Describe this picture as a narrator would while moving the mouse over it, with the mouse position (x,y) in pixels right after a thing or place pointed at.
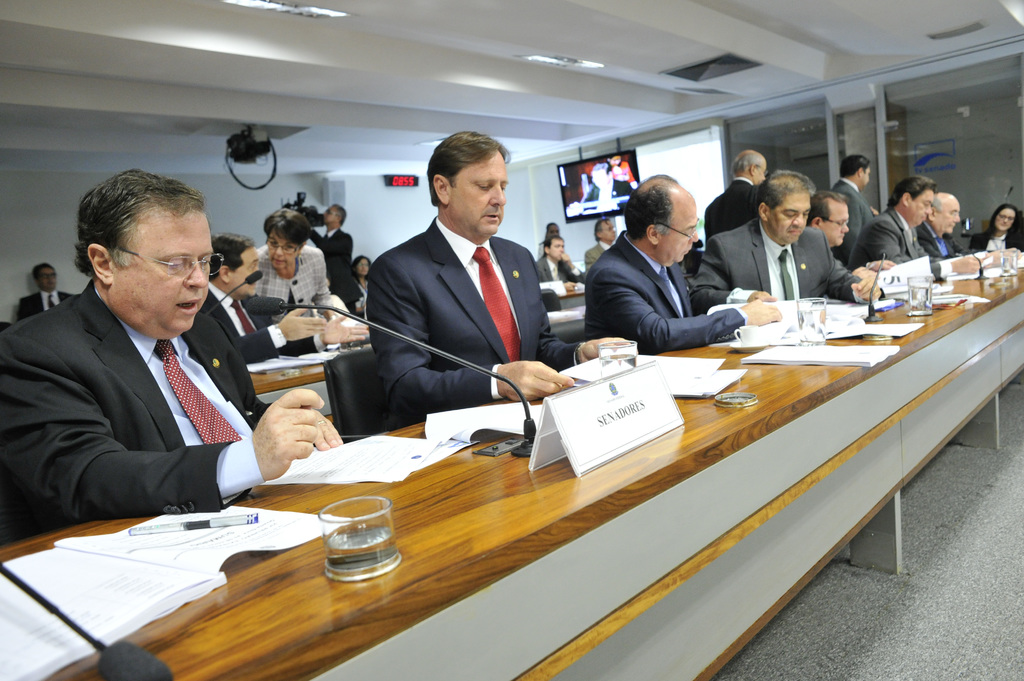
Most of the people (644,186) are sitting on chairs (373,353). In-front of them there are tables (1002,297), on these tables (626,480) there are glasses (822,328), books (841,313), name board (661,386), papers (490,410), mics (269,301), pen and things (896,332). Far there is a signboard (403,175) and screen (609,204). Projector (242,142) and lights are attached to the ceiling (365,43). Far a person (330,220) is standing and holding a camera (292,208).
